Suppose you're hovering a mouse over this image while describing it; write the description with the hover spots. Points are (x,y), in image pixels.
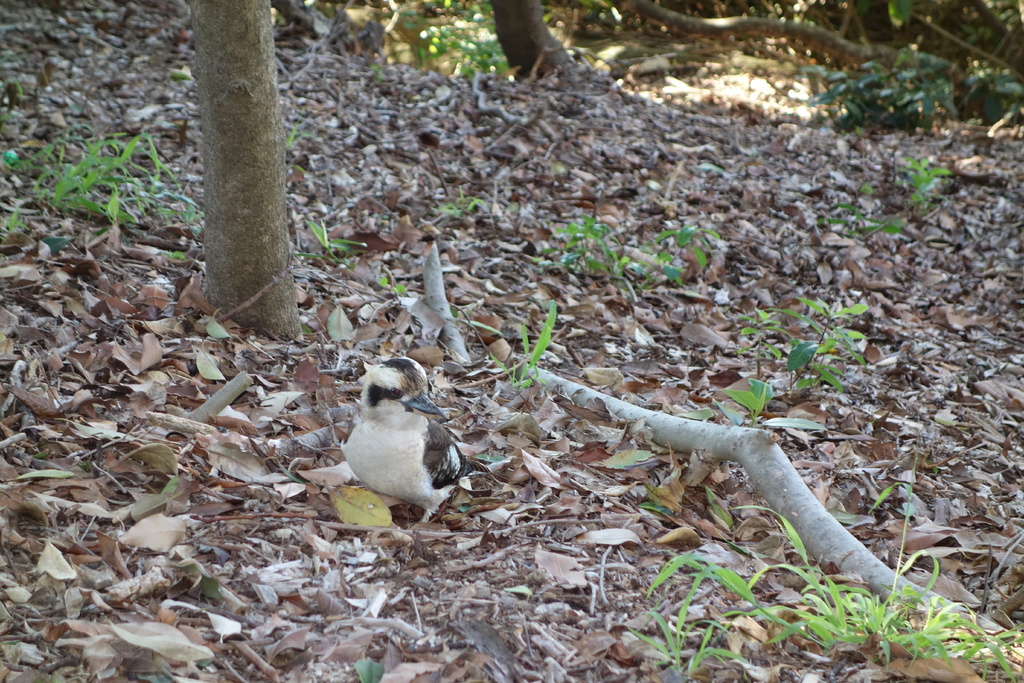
In this picture I can observe a bird (386,445) on the land (339,448). This bird (378,461) is in cream and brown color. There are some dried leaves (127,307) and grass (908,653) on the land (664,331). In the background (252,144) I can observe some trees (246,72).
